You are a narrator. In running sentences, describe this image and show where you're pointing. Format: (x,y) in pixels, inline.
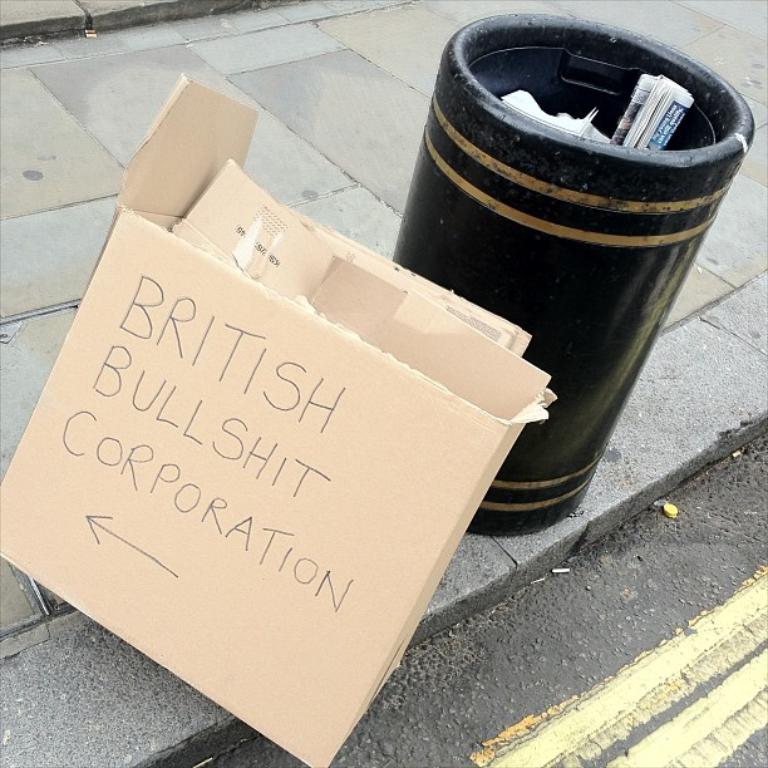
This image is taken outdoors. At the bottom of the image (534,691) there is a road (520,636). In the middle of the image (484,279) there is a dustbin (567,288) on the sidewalk (37,369) with a few papers (623,132) in it and there is a cardboard box (221,441) with a text (280,544) on it.
